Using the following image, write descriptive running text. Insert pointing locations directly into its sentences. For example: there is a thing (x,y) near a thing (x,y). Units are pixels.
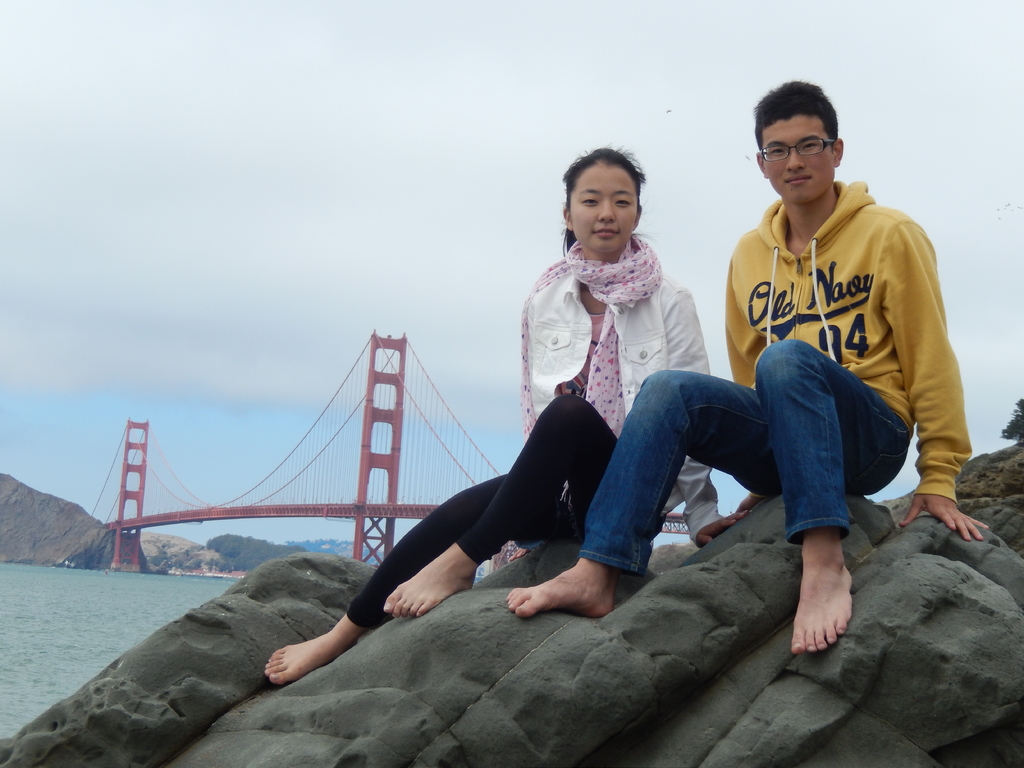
In this image there is a couple (687,383) sitting on the rocks (582,645), behind them there is a bridge (267,513), beneath the bridge (325,510) there is a river (194,597). In the background (50,548) there are mountains (241,546) and the sky (213,292).
